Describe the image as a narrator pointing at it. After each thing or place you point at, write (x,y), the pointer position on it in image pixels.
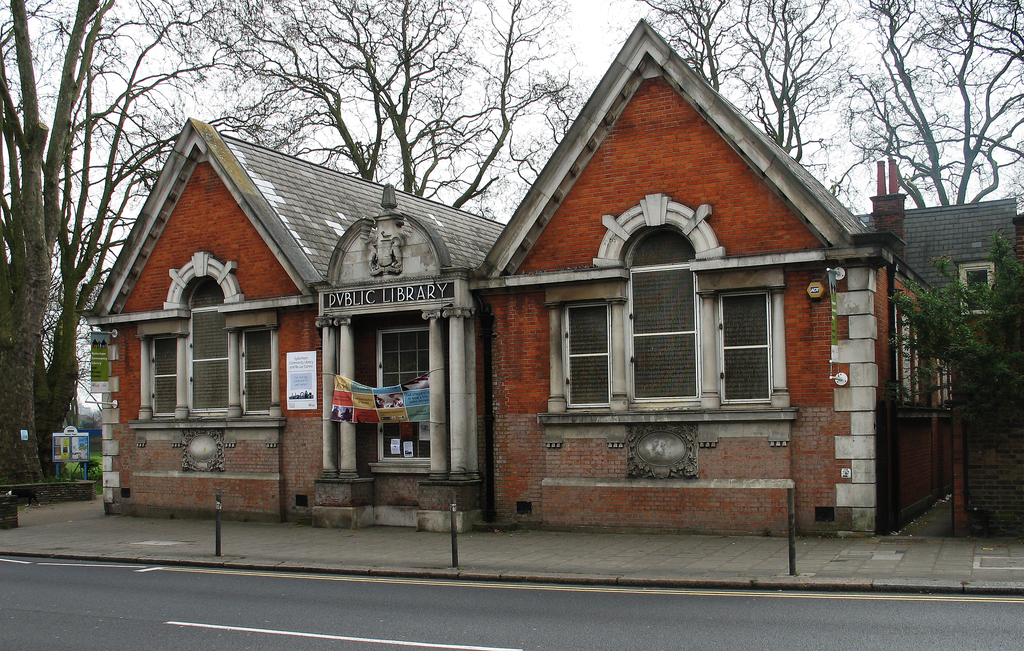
As we can see in the image there are houses (513,367), windows (215,340), trees (21,192), banner (401,409) and sky (750,16).
